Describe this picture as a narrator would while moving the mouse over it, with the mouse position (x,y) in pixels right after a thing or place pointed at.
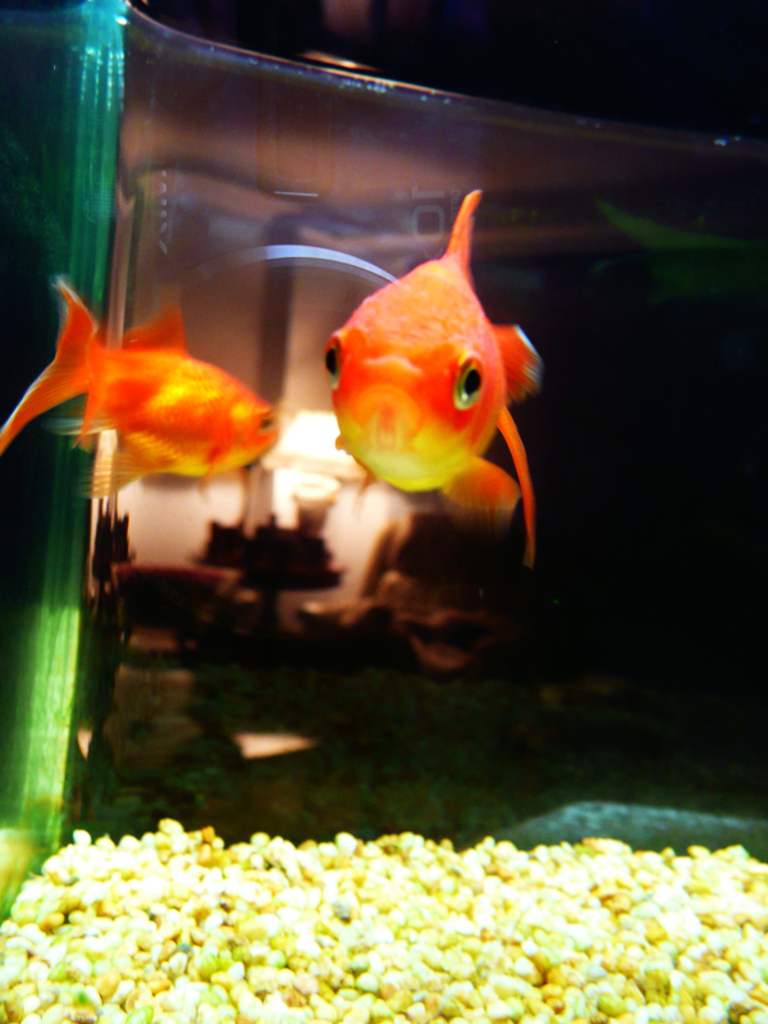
In this picture there are fishes (418,345) in the water (543,263). At the bottom (321,953) it looks like pebbles (529,899). Behind the glass (189,247) there are chairs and there is a lamp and there are objects (239,564) on the table (256,573). At the bottom (286,740) there is a floor (318,789). At the back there are objects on the wall (391,212).
